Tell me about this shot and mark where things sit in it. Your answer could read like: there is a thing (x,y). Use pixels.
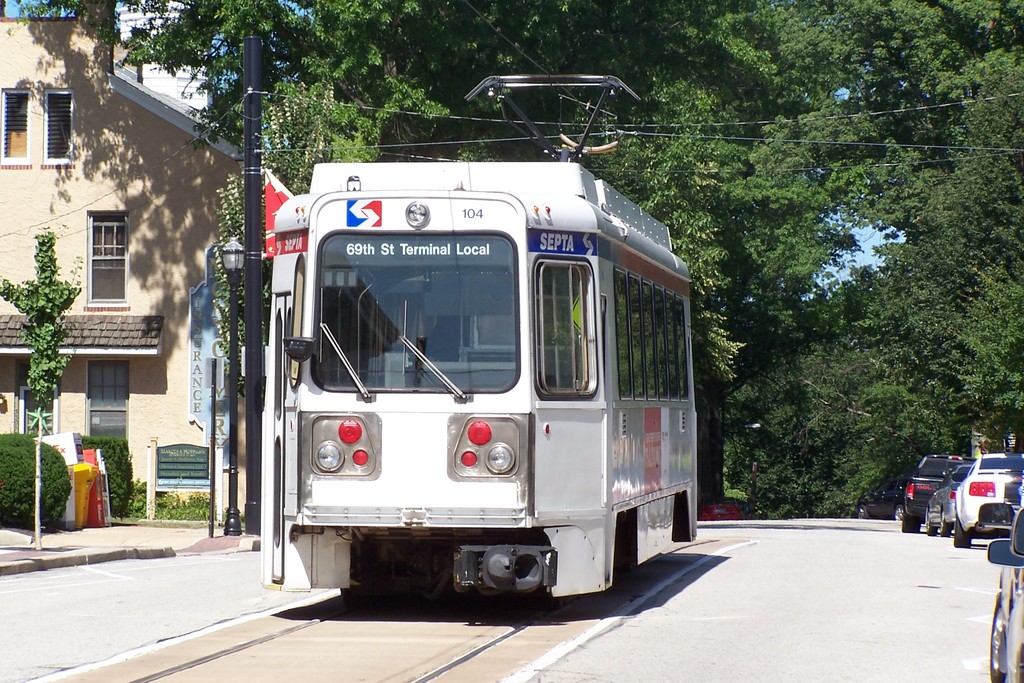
In this image there is a tram (378,533). Right side (1016,658) few vehicles (1005,664) are on the road (894,567). Left side (234,461) there is a pole (259,461) and a street light (237,379) on the pavement (206,544). There is a board (178,454) attached to the poles (155,460). Left side (31,462) there are plants (22,489) and few objects (83,478). Behind there is a building (170,190). Background (924,340) there are trees (895,64).
